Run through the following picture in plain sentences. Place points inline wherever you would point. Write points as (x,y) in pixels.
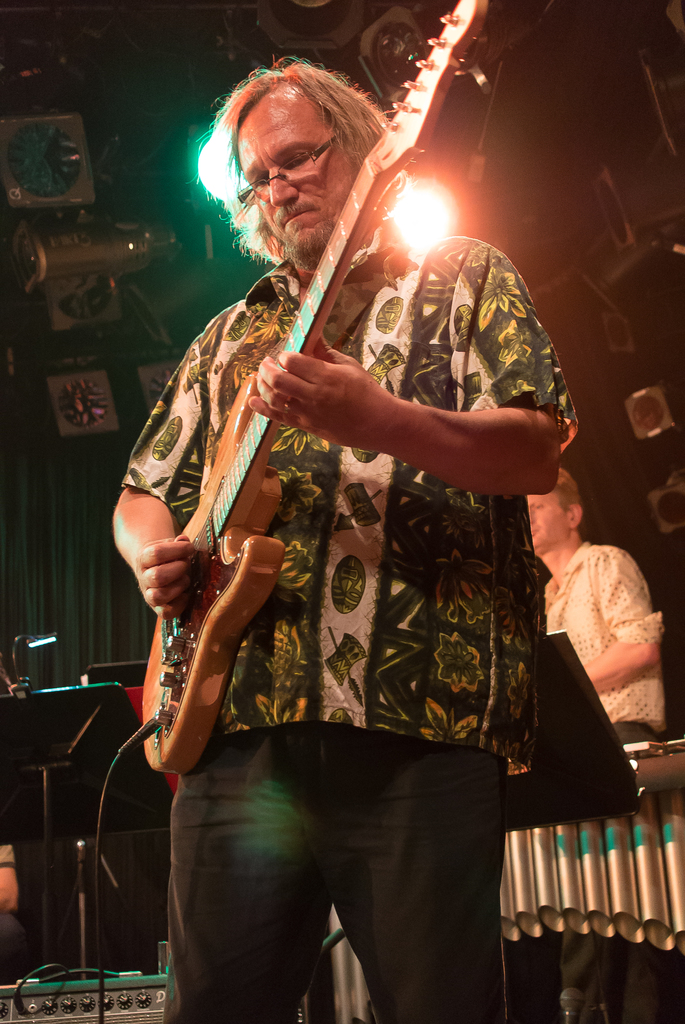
In this image I see a man (501,988) who is holding a guitar (191,720) and standing. In the background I see 2 lights (216,159) and a person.
